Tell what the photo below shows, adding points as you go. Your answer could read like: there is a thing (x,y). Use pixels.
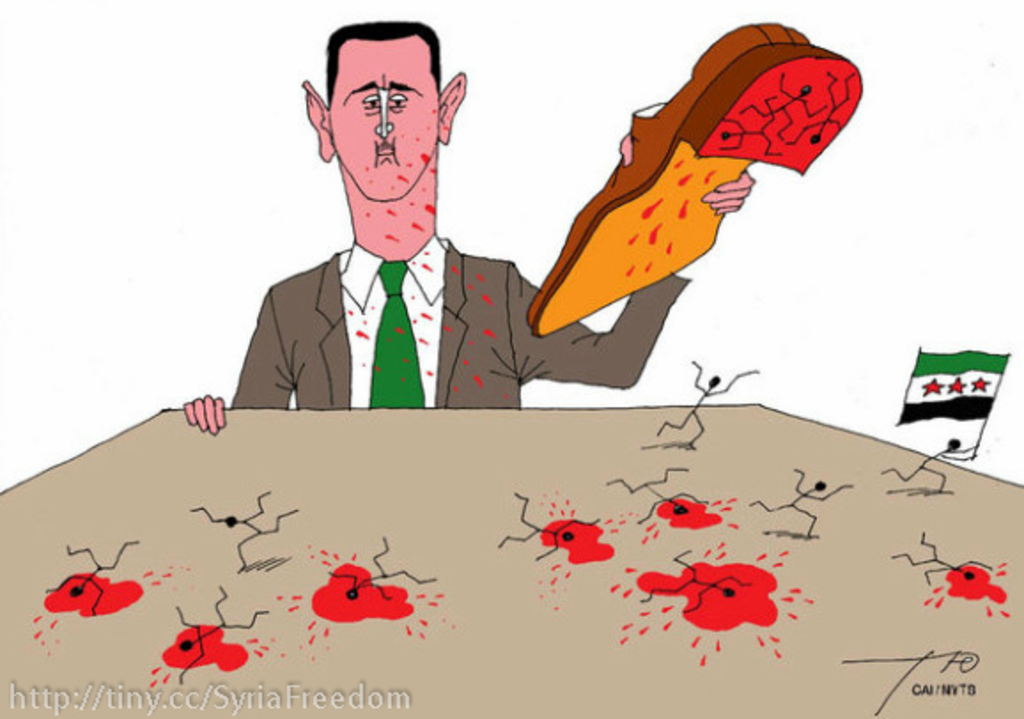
This image is a painting. In this image we can see a person (420,240) holding a shoe (569,274) at the table (177,482). On the table (80,620) we can see blood (769,586), flag (949,369) and persons (672,501). At the bottom (307,692) we can see a text (356,705).
